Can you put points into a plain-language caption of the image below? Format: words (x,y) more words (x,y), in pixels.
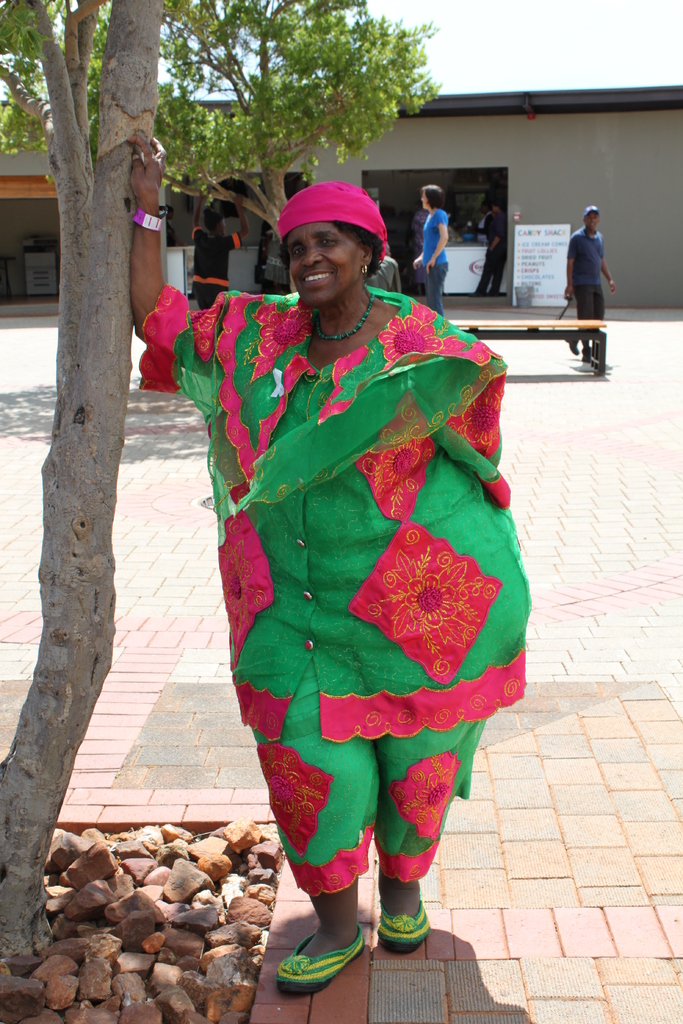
In the center of the image (346,442) a lady (333,504) is standing. In the background of the image (425,241) a shed (569,209), sign board (547,263), table (543,332) and some persons (494,256) are standing. In the middle of the image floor (610,573) is there. On the left side of the image (161,132) trees (64,563) are present. At the top of the image (616,60) sky (634,40) is there. At bottom left corner of the image (87,933) rocks (114,940) are present.
